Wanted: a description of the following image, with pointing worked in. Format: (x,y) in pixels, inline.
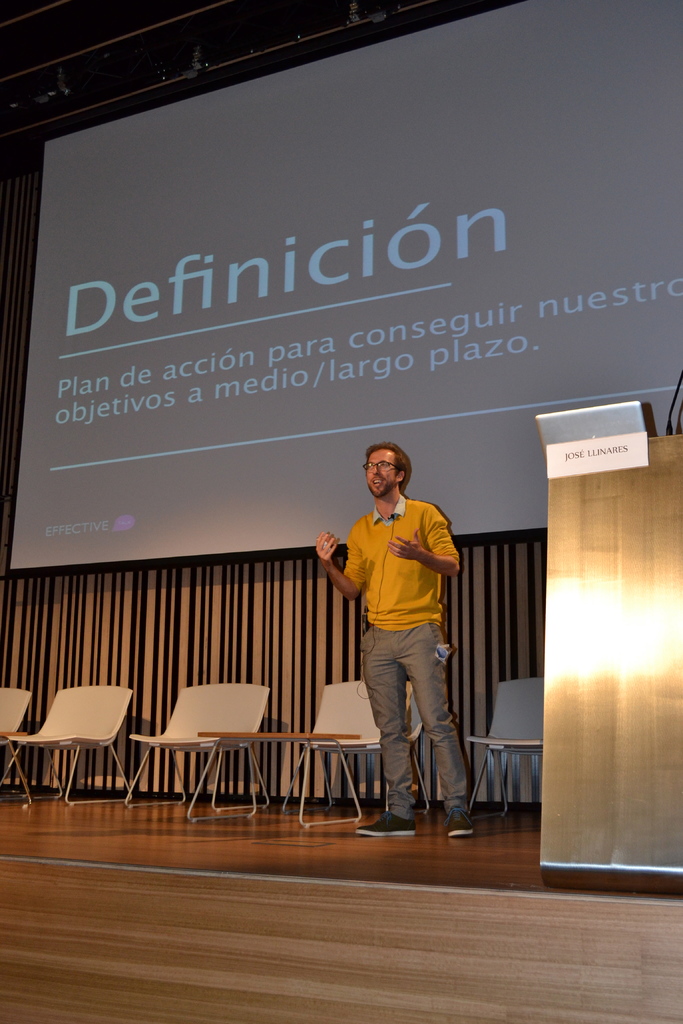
This image is clicked on the stage (243,965). There are chairs (503,789) in the middle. There is a person (461,757) standing in the middle (413,518). There is a podium (639,834) on the right side (558,639). There is a screen (311,289) in the middle (284,343).
